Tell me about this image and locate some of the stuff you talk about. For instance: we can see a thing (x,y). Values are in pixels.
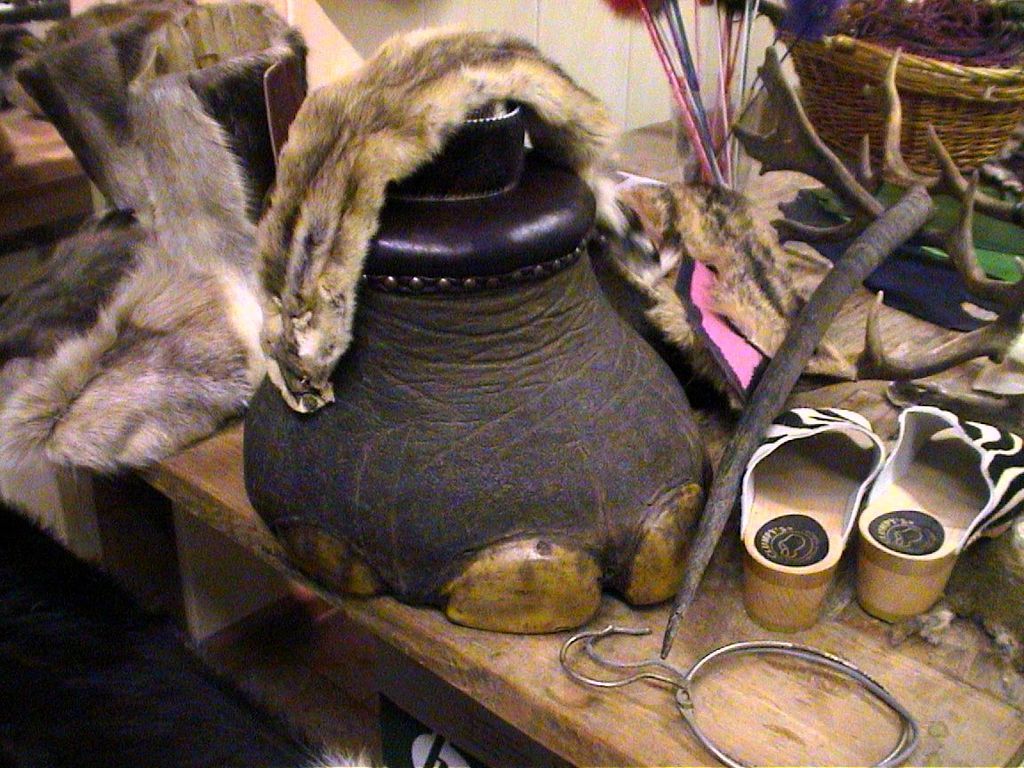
In this image there is a wooden table (541,687). On the table (628,734) there are sandals (836,453), boots (214,184), a basket (810,78), sticks (680,84), hooks (672,667) and fur (693,251). At the top (516,14) there is the wall (553,27).
